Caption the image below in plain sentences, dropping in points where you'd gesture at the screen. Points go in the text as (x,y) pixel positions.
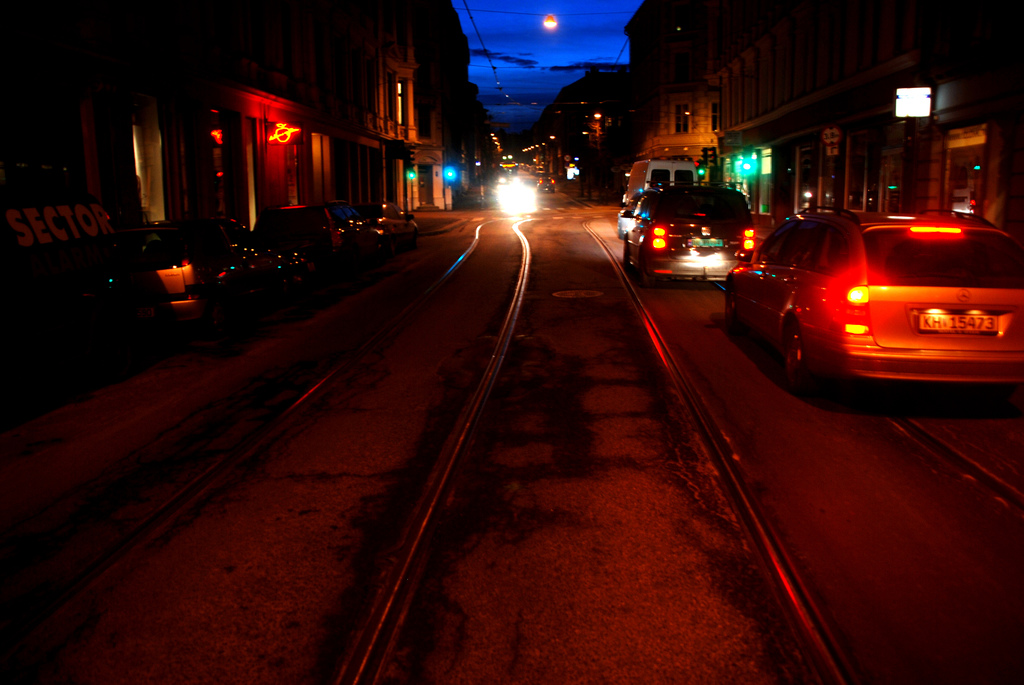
In this image we can see some vehicles (503,193) on the road (508,491). we can also see some buildings (571,141) beside the road (390,368). On the backside (618,64) we can see a street lamp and the sky (558,74) which looks cloudy.
